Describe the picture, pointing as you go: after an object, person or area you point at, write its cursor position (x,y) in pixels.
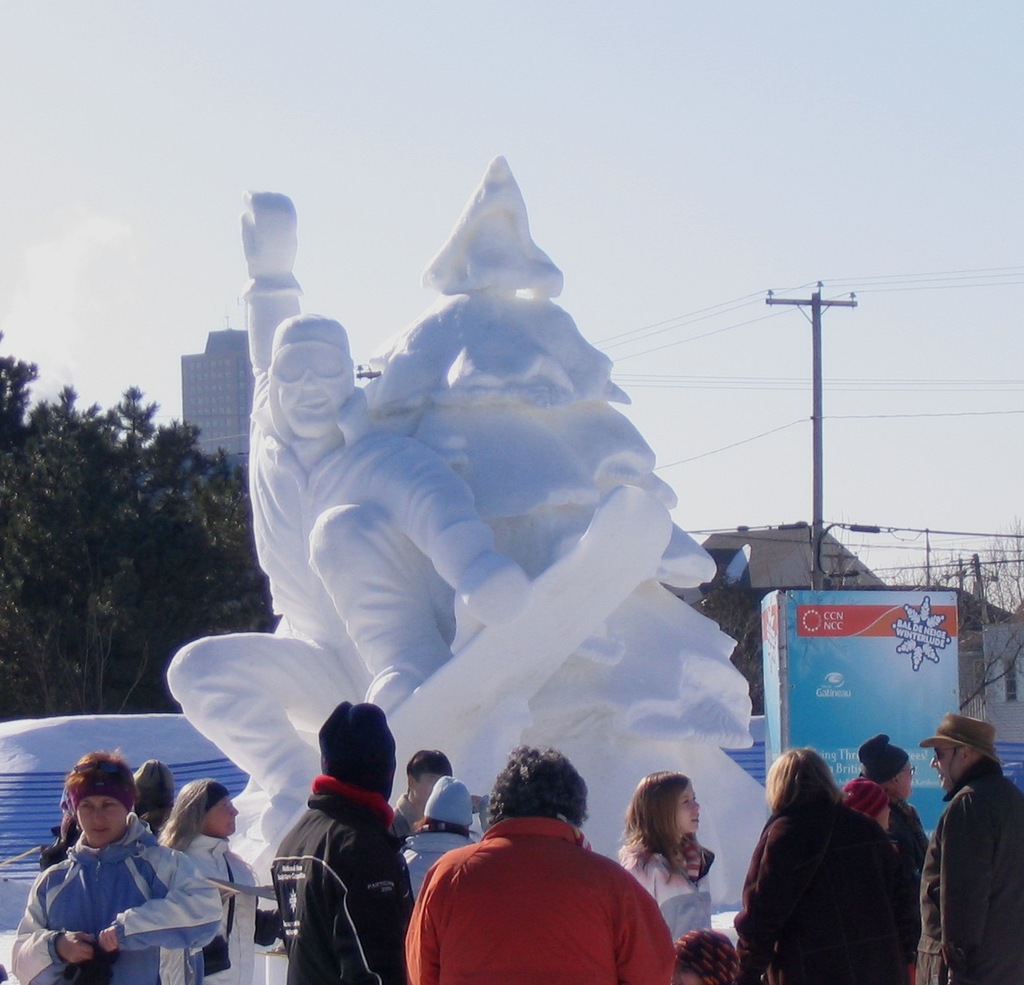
In the image I can see a statue (590,579), people (541,957) and also I can see some trees (760,648), building (748,553) and a board (952,598) to the side.
